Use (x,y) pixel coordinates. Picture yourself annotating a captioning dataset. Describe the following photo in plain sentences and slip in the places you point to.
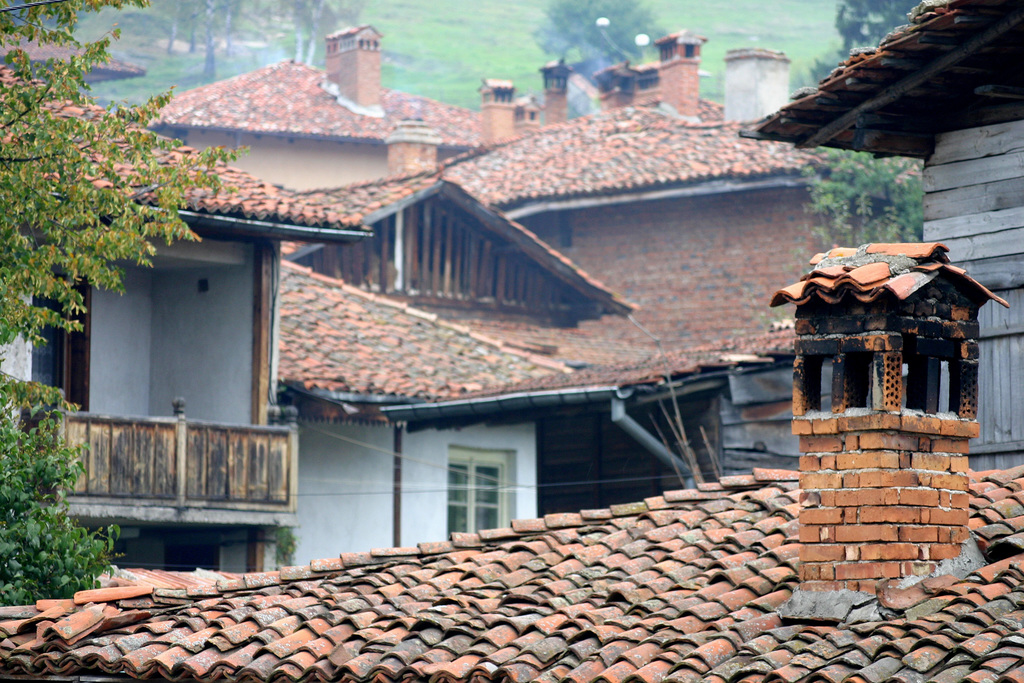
In this image there are houses (331,311) and trees (129,227), behind the houses (285,109) there's grass (382,77) on the surface (262,65).
